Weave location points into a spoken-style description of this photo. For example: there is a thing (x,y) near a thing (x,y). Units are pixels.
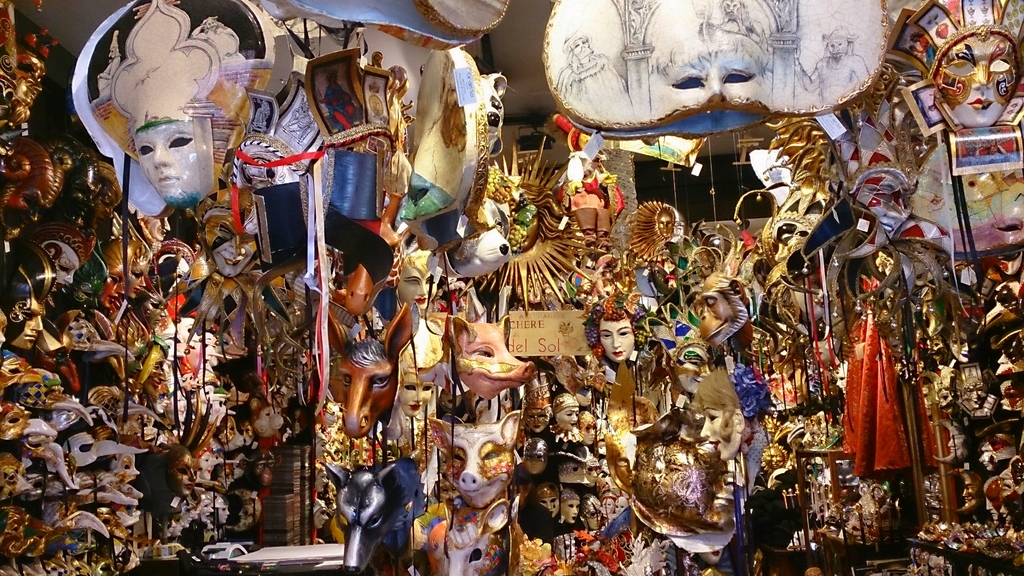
In this image we can see face masks (426,191). In the background (642,198) there is a wall (677,186) and we can see a cloth (868,420).
